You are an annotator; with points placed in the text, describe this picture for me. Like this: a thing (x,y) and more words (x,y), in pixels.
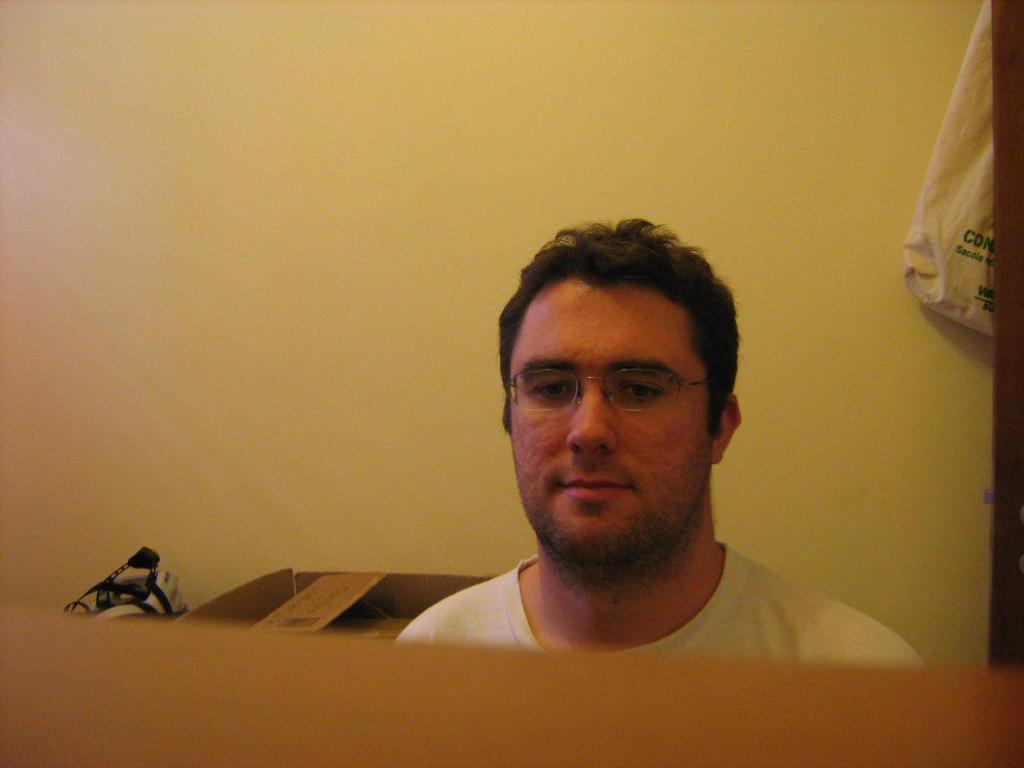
In this image, we can see a man (716,583), he is wearing specs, in the background (816,307) there is a wall (567,148).
